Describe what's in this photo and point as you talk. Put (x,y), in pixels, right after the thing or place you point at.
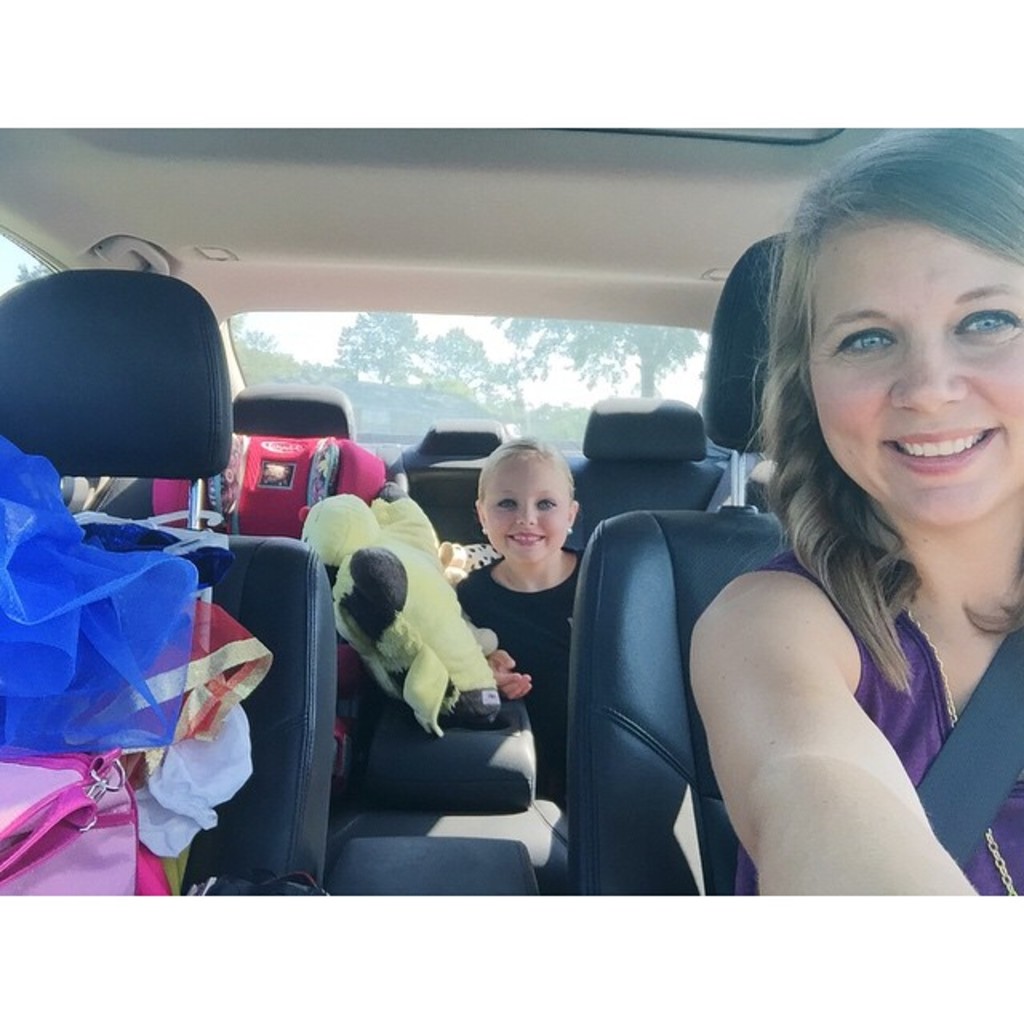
In this image i can see a woman (748,598) sitting in a car (672,608) smiling she is wearing a purple dress (900,701), at left (65,662) there are few bags (12,795) and cloth (217,575) on the other seat (261,583), at the back ground (535,604) i can see a girl (516,605) sitting wearing a black dress (513,636) and smiling, holding a doll (380,583) in yellow color, at the back ground (489,367) i can see a tree (461,354) and sky (432,339).
